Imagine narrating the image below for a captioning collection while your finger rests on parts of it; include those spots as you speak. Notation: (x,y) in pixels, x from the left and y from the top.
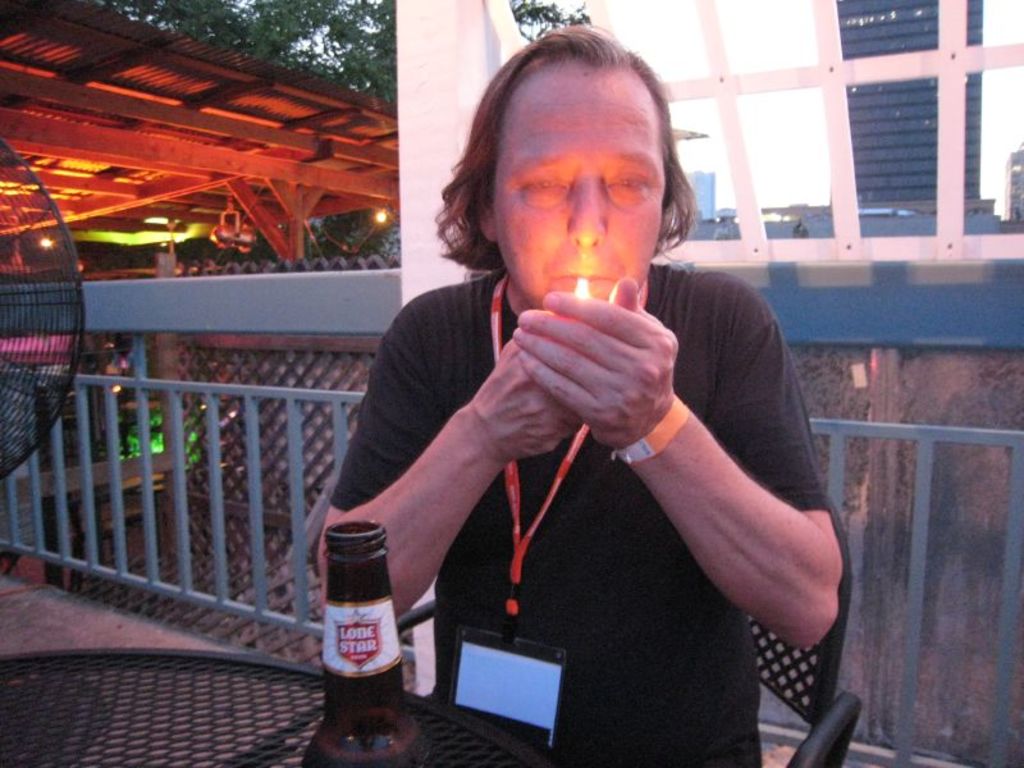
This picture shows a man (589,495) lighting a cigar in his hands (548,398) with a lighter (586,295), sitting in front of a table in the chair (824,685). There is a bottle (357,668) on the table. Behind him there is a railing (216,410) and a shed (146,151). We can observe some trees (306,4) and a sky (752,23) here.
